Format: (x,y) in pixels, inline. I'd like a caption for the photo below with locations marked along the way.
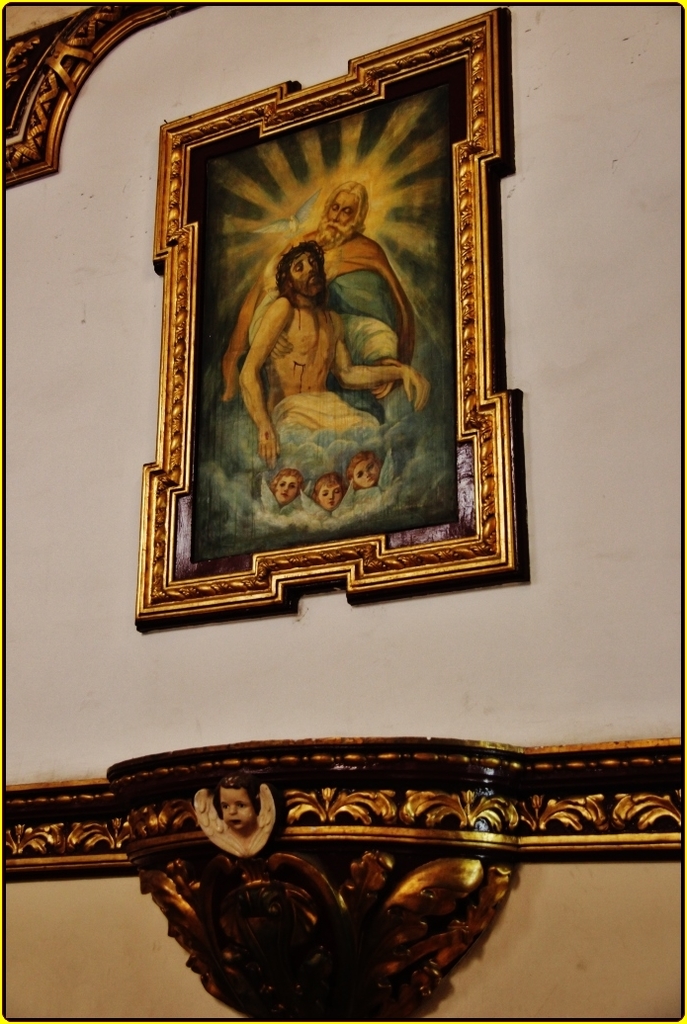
In this image I can see white color wall (446,614) and on it I can see a painting (289,504) in golden color frame (172,399). Here I can see a face (242,798) of a child (232,787).
